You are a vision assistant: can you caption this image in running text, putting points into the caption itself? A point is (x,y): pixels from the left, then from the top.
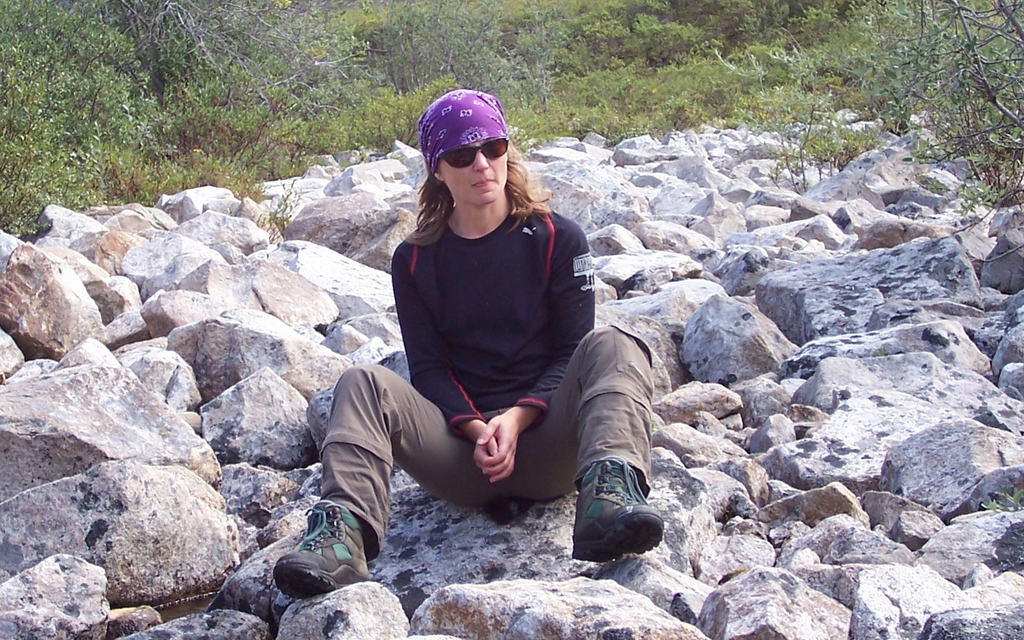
In this picture we can see a person (322,523) sitting on a stone (553,541) and in the background (823,107) we can see trees (477,36).
